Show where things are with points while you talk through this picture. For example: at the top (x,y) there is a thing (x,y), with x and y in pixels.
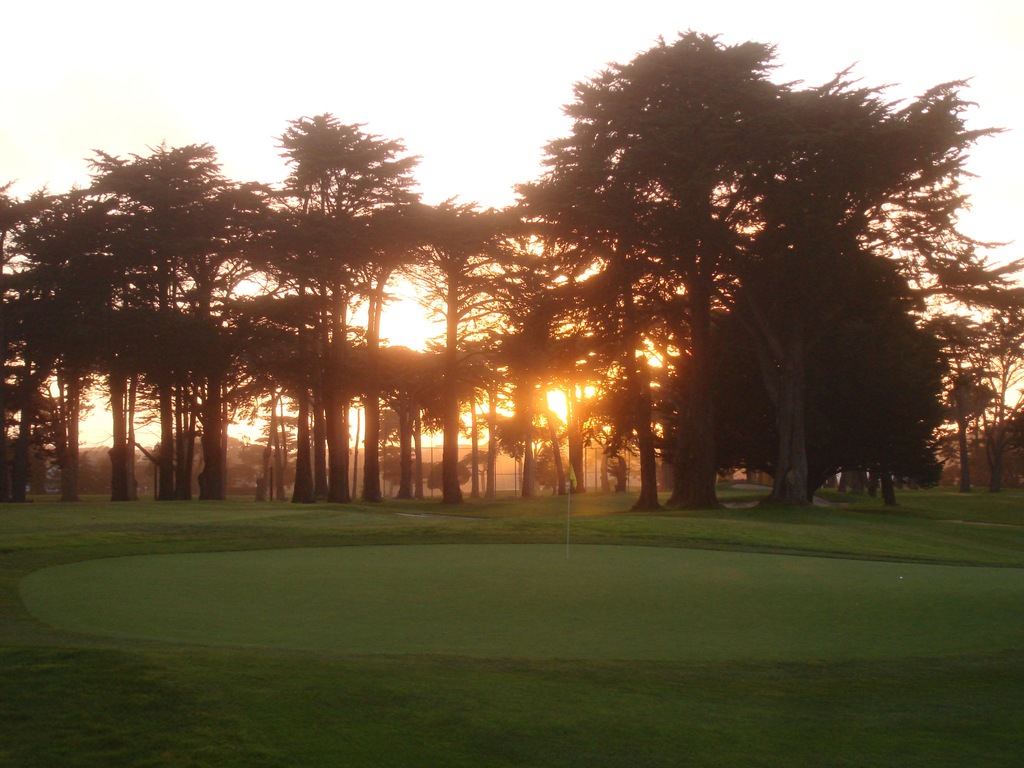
In this image there are trees (277,403) and grass (445,670) on the surface (542,649). In the background (427,73) there is a sky (372,97).
